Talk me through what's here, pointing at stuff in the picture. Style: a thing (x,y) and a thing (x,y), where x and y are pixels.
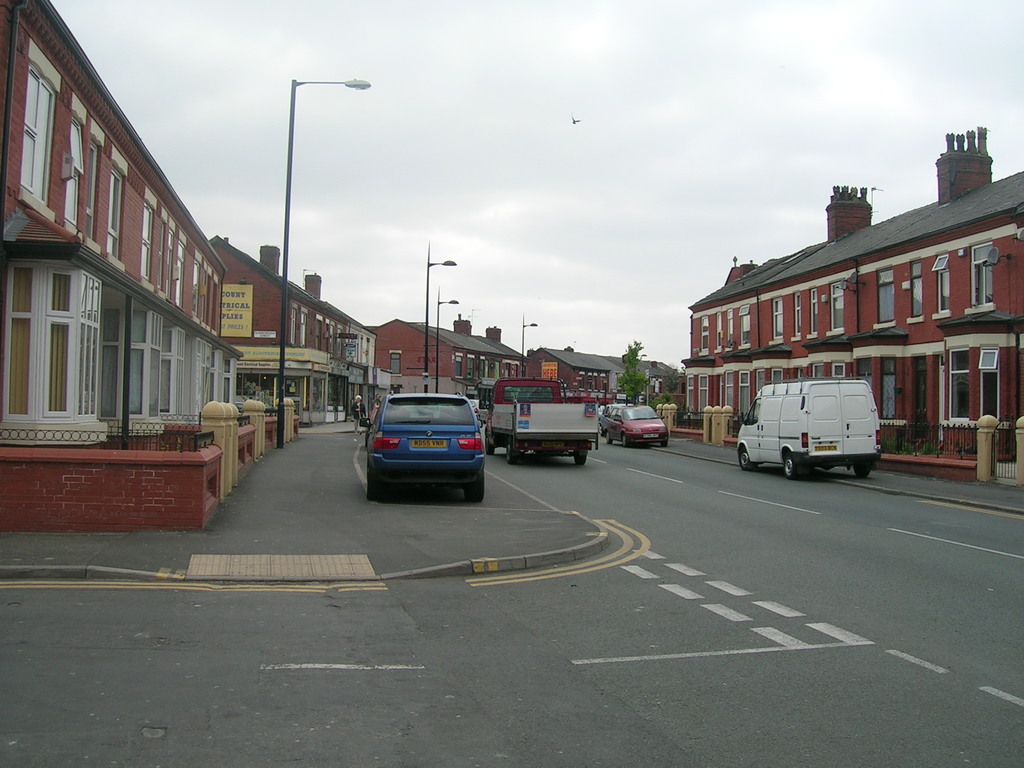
In this image we can see the buildings (979,197), railing (925,437), fencing wall (716,431), light poles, hoardings (249,311), tree (622,360) and also the vehicles (369,460) passing on the road (765,602). We can also see the cloudy sky (638,144).
